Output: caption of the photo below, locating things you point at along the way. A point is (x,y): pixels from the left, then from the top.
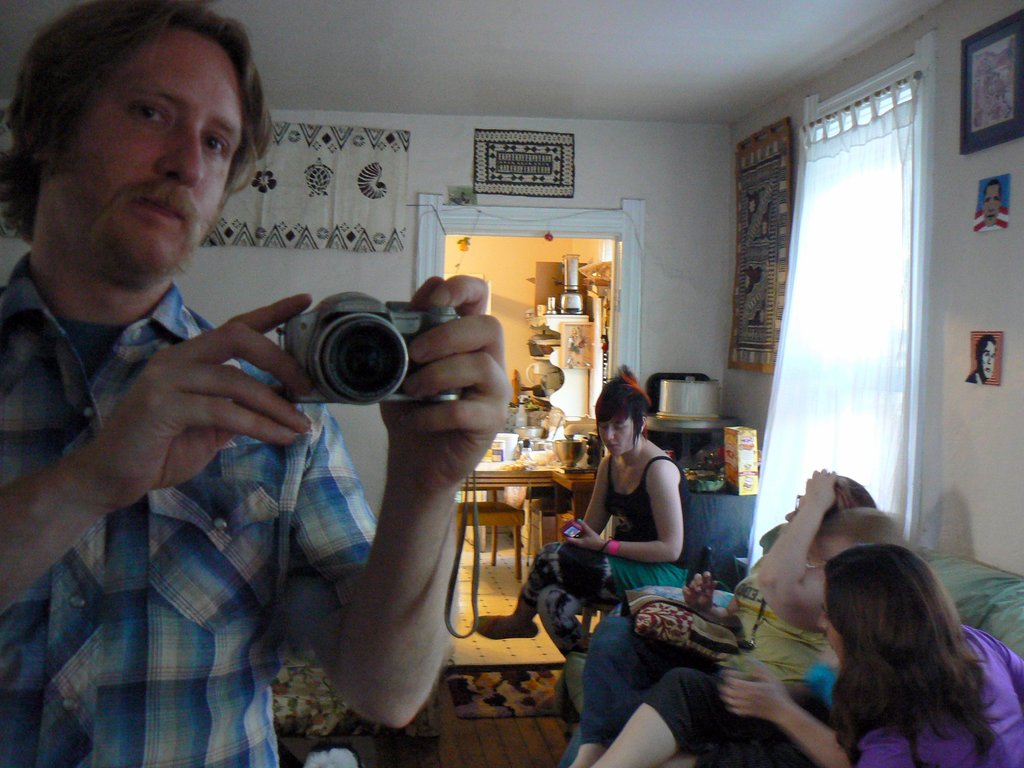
In the picture we can see a man (110,134) standing and holding a camera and some women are sitting on the sofa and chairs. In the background (681,397) we can find a room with some things (666,404) and a wall (709,240) designed carpets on it and we can also see a white carpet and curtains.
